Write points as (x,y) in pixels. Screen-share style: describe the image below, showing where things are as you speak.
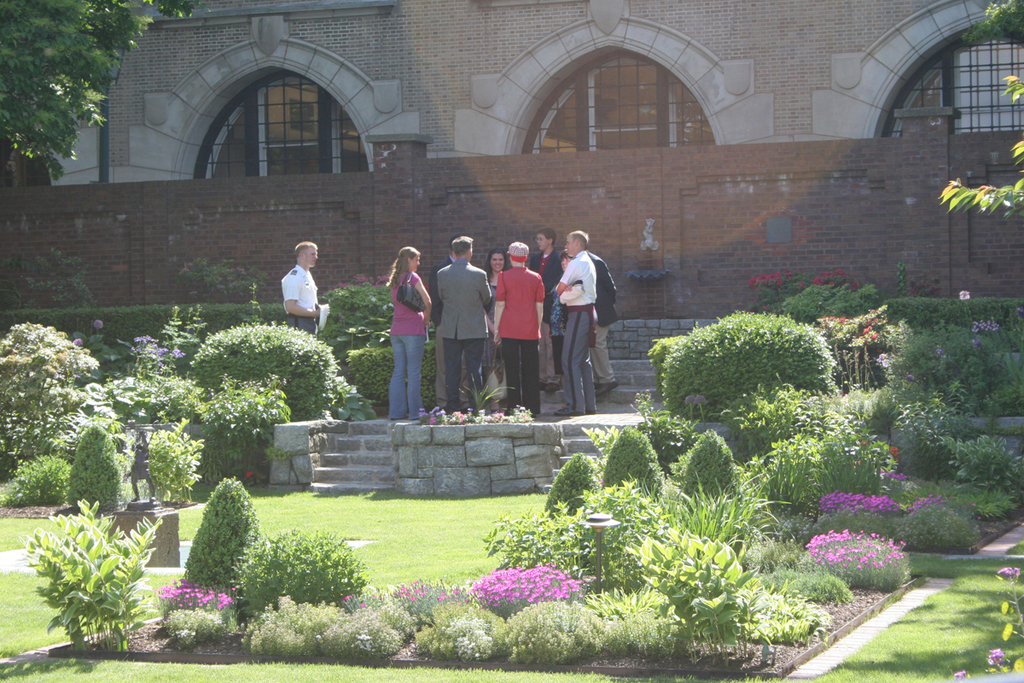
In this picture I can see many persons (576,257) who are standing near to the plants (370,343). In the back (698,179) I can see the building (775,131) and wall partition (527,215). At the bottom (491,586) I can see some pink color flowers (504,591) on the plant (414,603), beside that I can see the grass (476,554). On the left (151,479) there is a statue (139,483) which is placed on the stone (150,510). In the top left corner (86,93) I can see the tree (66,70).
